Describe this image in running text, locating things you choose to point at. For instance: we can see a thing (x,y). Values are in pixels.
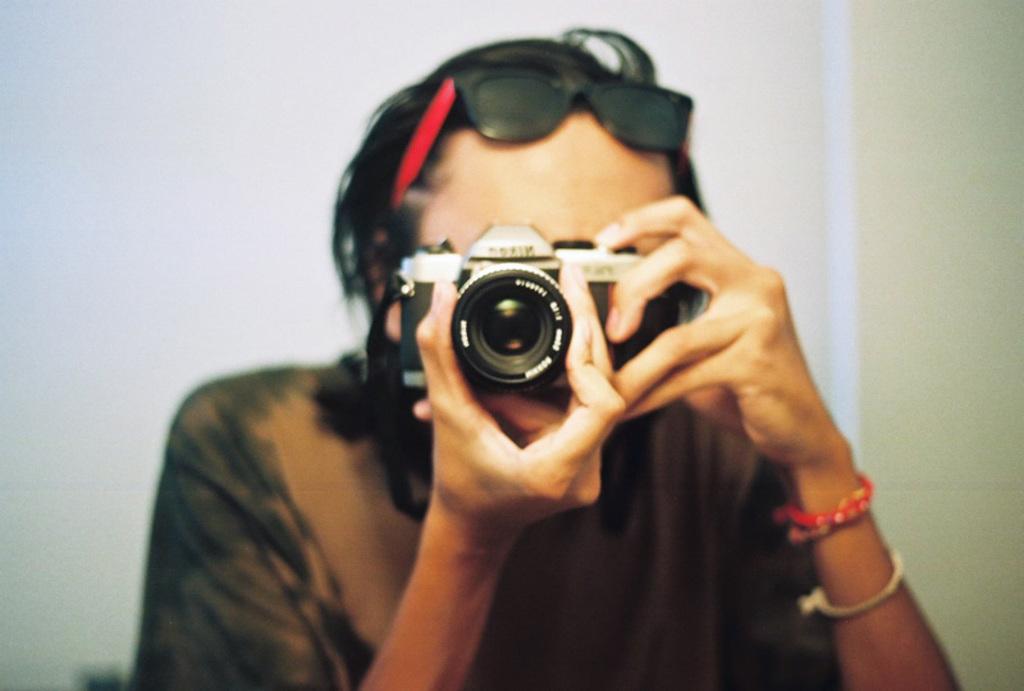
In this image there is a person (514,478) holding the camera (636,335). In the background of the image (223,270) there is a wall (150,278).
